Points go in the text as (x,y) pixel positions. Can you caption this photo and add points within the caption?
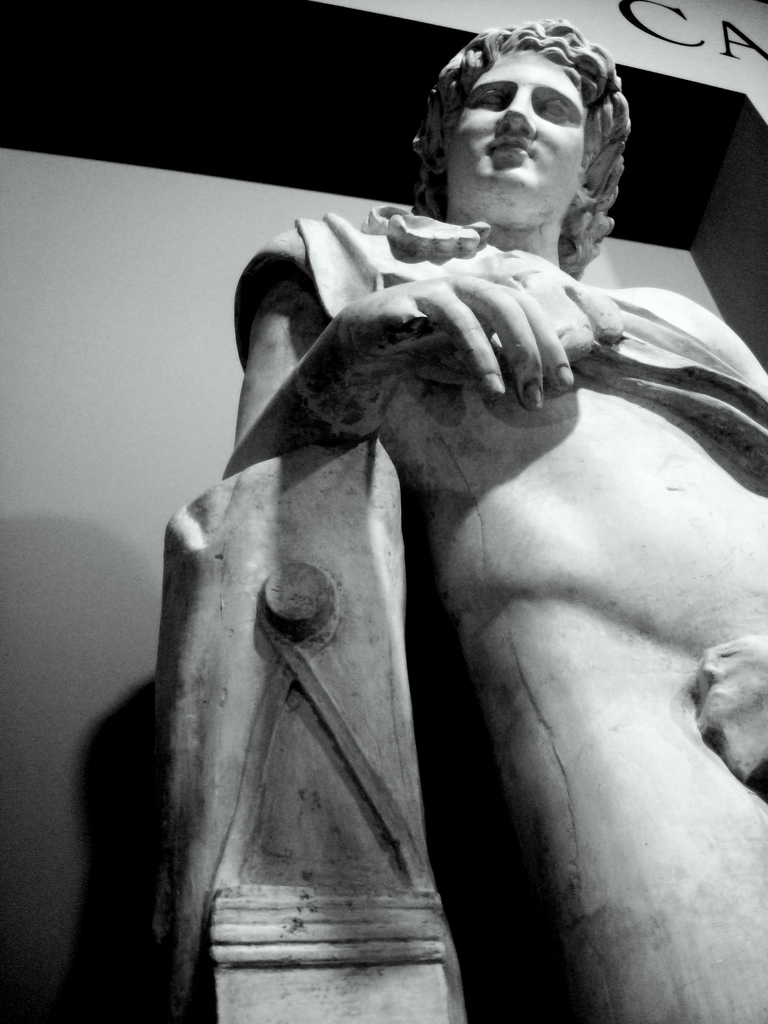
In front of the picture, we see a statue (495,524). Behind that, we see a wall (241,224) in white and black color. In the right top (694,25), we see a wall (655,53) on which some text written as "CA".
